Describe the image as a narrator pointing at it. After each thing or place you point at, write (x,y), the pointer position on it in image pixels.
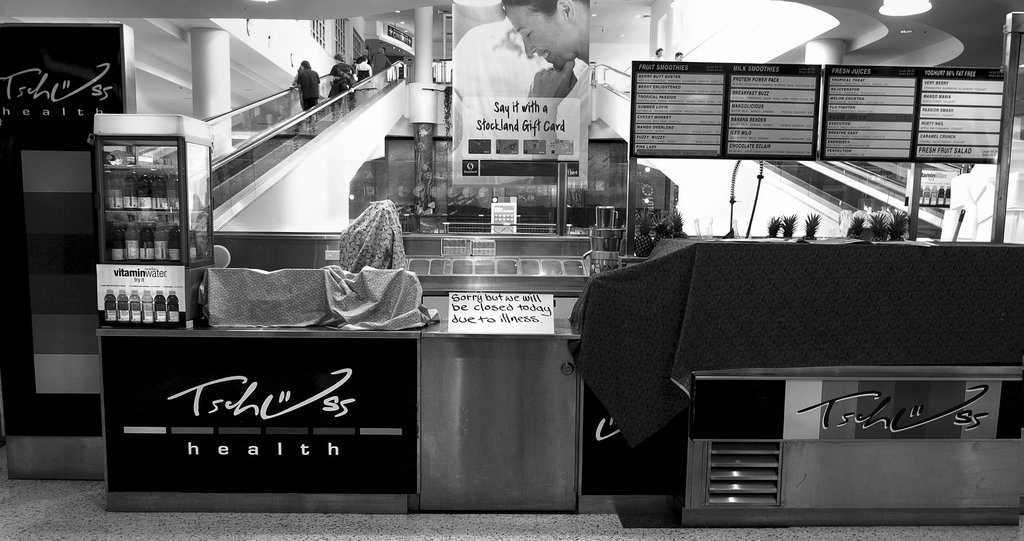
It is a black and white image. There is a stall (137,454) in the foreground of the image (396,362). In the background of the image (225,130) there are staircase (257,162) and there are people (355,75) climbing staircases (301,125).
